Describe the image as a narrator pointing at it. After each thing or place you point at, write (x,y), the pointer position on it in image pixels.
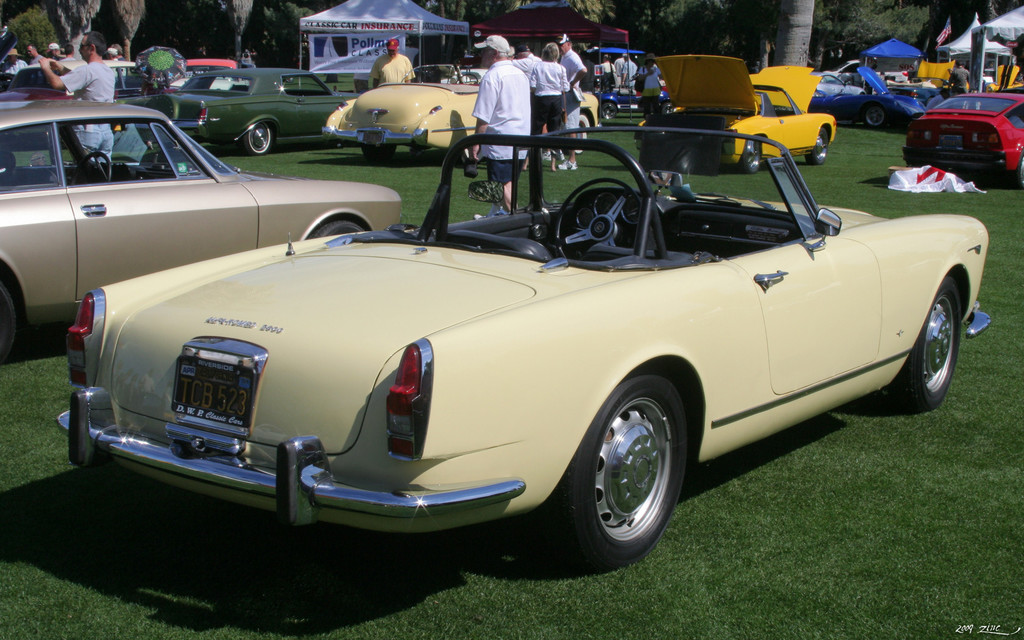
In this image, we can see there are vehicles (380,110) in different colors on the ground (963,483), on which there is grass (989,555), there are persons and tents (370,2) arranged. In the background (959,17), there are trees (189,4).
